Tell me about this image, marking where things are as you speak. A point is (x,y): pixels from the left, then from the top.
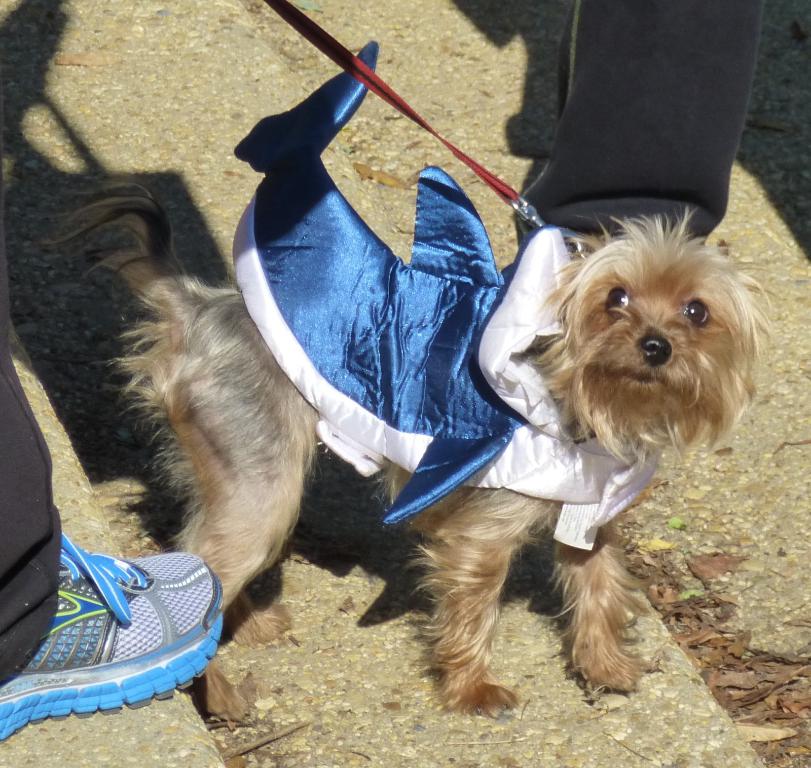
In the picture i can see a dog (593,346) which is in brown color is wrapped by a cloth (552,250) which is of white and blue color and dog (339,253) has leash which is of red color, i can see some persons legs (664,82).
